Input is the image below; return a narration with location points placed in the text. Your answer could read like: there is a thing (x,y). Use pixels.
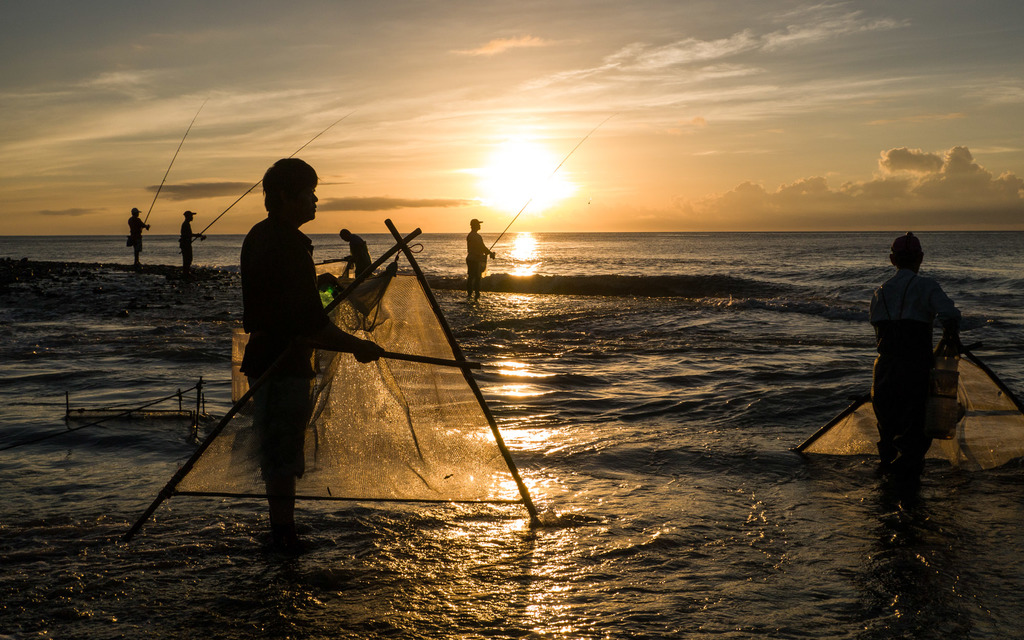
In this image there are three persons (296,388) standing in the water (908,554) and holding the fishing nets (364,448), and at the background (479,257) there are three persons (483,243) standing in the water (511,236) and holding the fishing rods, sky (576,214).
